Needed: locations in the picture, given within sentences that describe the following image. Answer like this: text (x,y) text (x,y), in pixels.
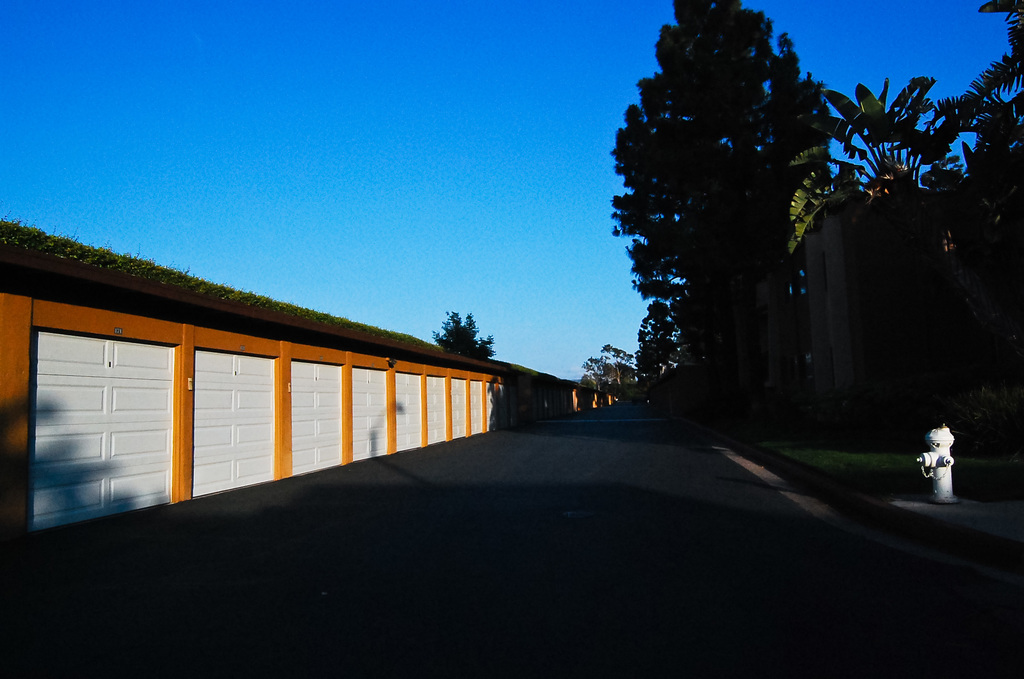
In this picture I can see there is a road (664,467) and there are few plants (846,444), a walkway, fire hydrant (938,438), buildings (765,352) and trees (726,331) on to right (752,349) and on to left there are few other trees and there are white doors (250,412) here. The sky (395,191) is clear.
